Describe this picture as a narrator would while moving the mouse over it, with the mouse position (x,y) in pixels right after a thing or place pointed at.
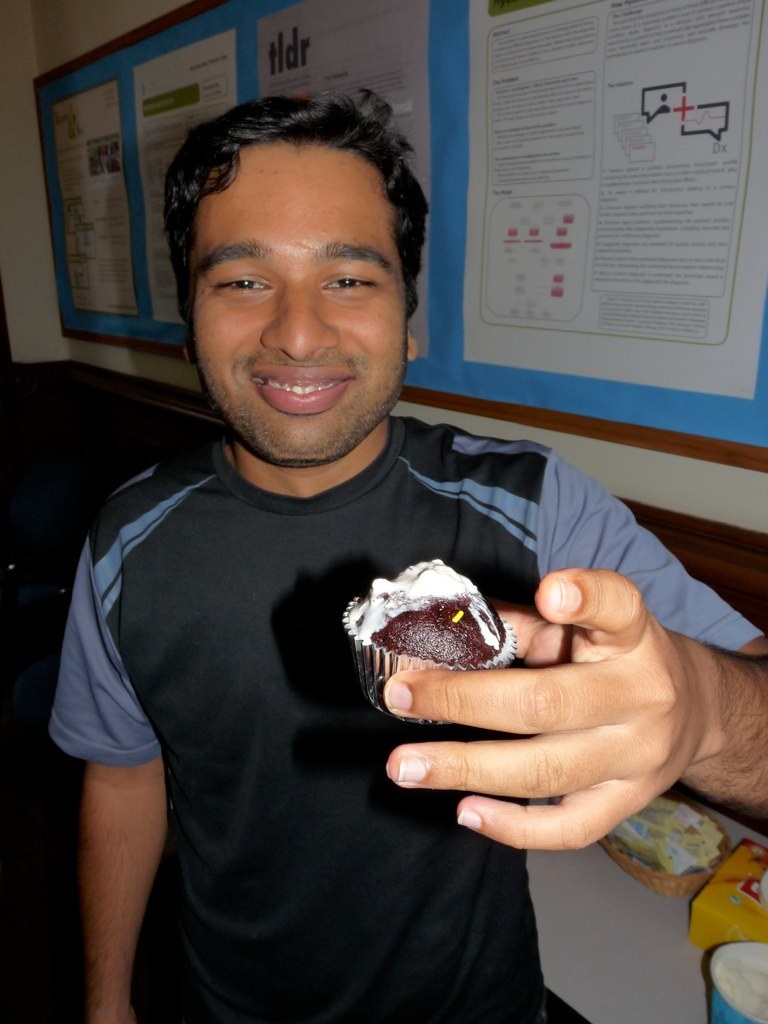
A man (99,1009) is standing by holding a food item (469,668) in his hand (534,654), he wore a black color t-shirt (271,707).
